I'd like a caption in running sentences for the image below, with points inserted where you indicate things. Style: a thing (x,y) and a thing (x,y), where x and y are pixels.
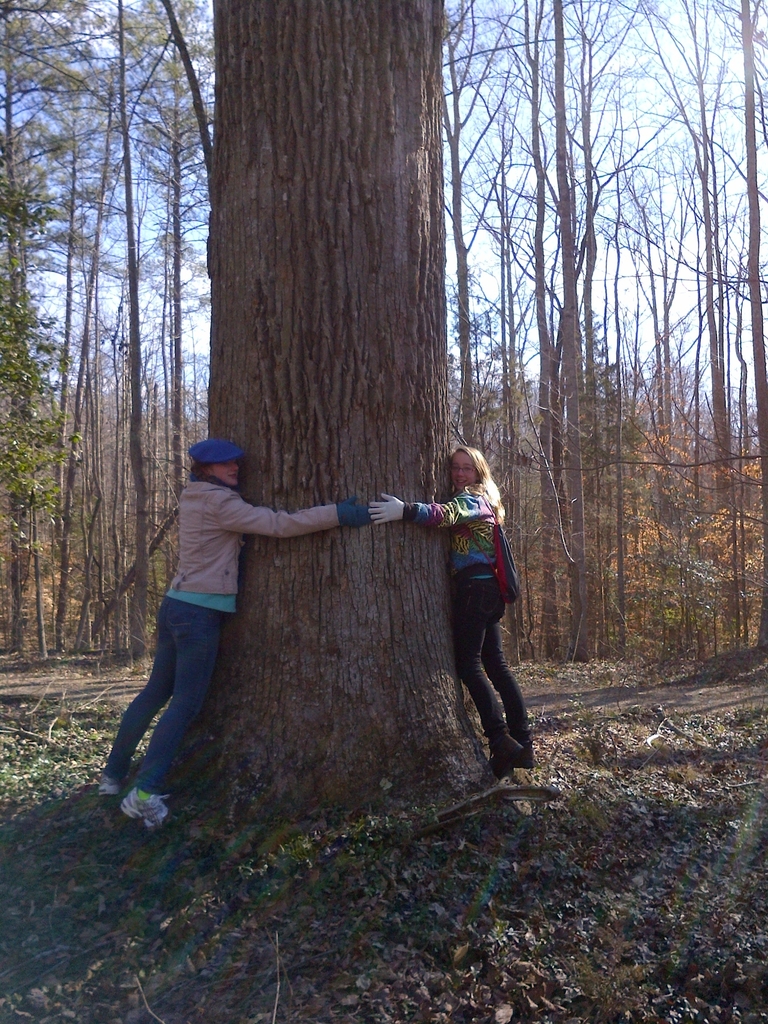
There are two people (207,559) standing and hugging a tree trunk (336,541). These are the trees (104,268) with branches (617,177) and leaves (655,437). I can see the dried leaves (380,912) lying on the ground (557,847).
